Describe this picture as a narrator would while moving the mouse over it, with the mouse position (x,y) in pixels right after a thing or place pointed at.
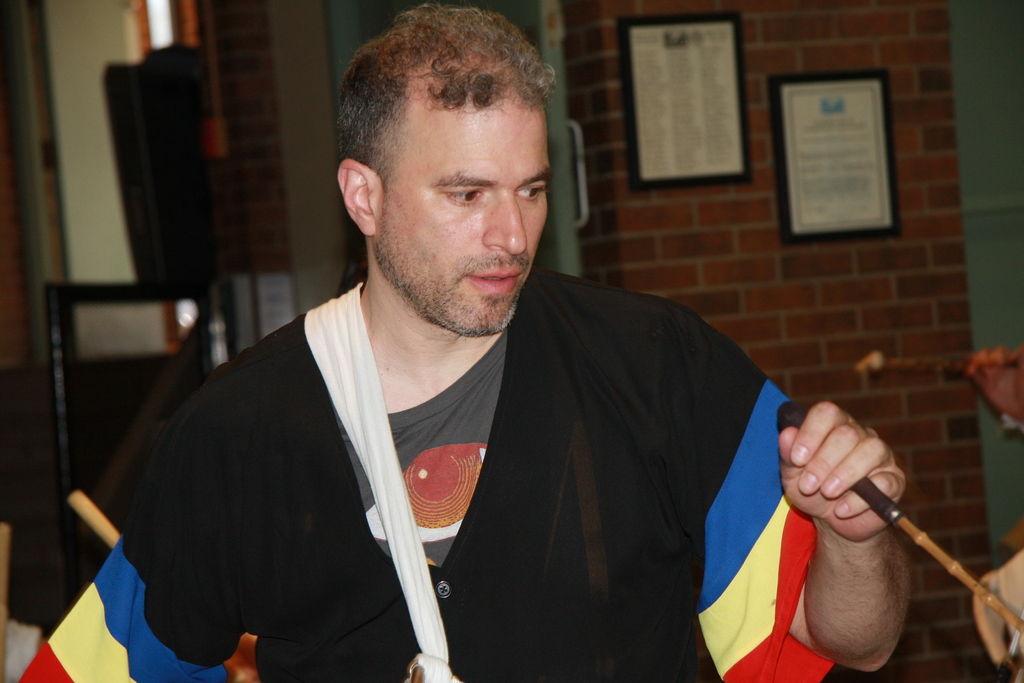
In this image I can see the person (720,506) holding some object (947,566) and the person (683,578) is wearing black, blue and red color dress (344,570). In the background (814,177) I can see few frames (842,193) attached to the wall (652,276) and the wall (729,260) is in brown color.
